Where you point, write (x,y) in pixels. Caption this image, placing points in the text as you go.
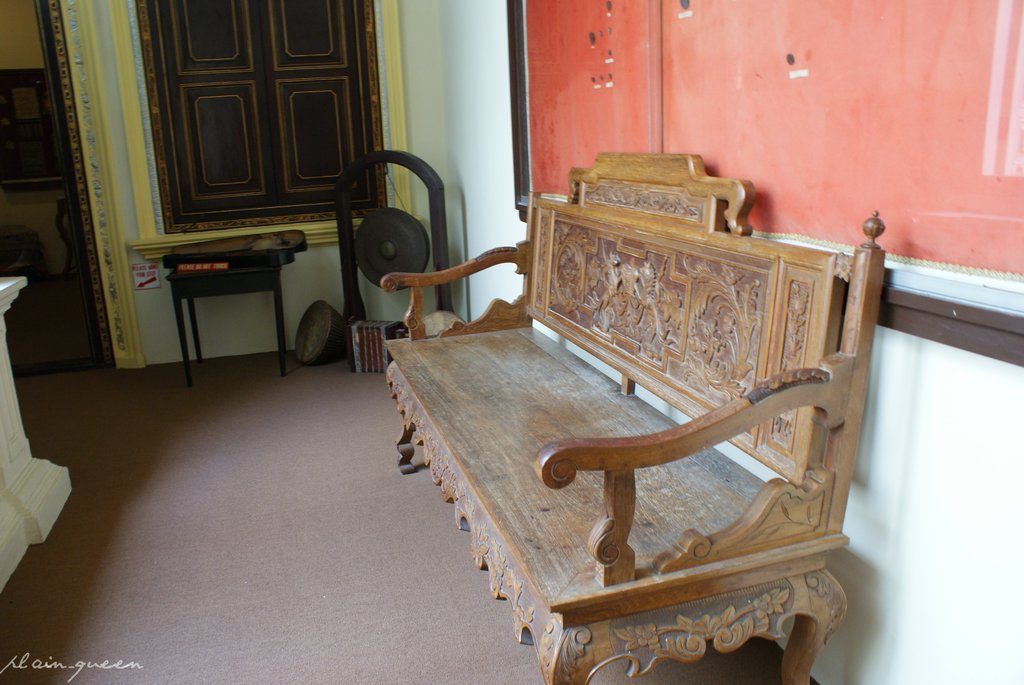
In this image on the right side (776,338) I can see a wooden sofa (603,412). In the background (236,261), I can see some objects (212,260) on the table (209,280) and a window (203,123).
